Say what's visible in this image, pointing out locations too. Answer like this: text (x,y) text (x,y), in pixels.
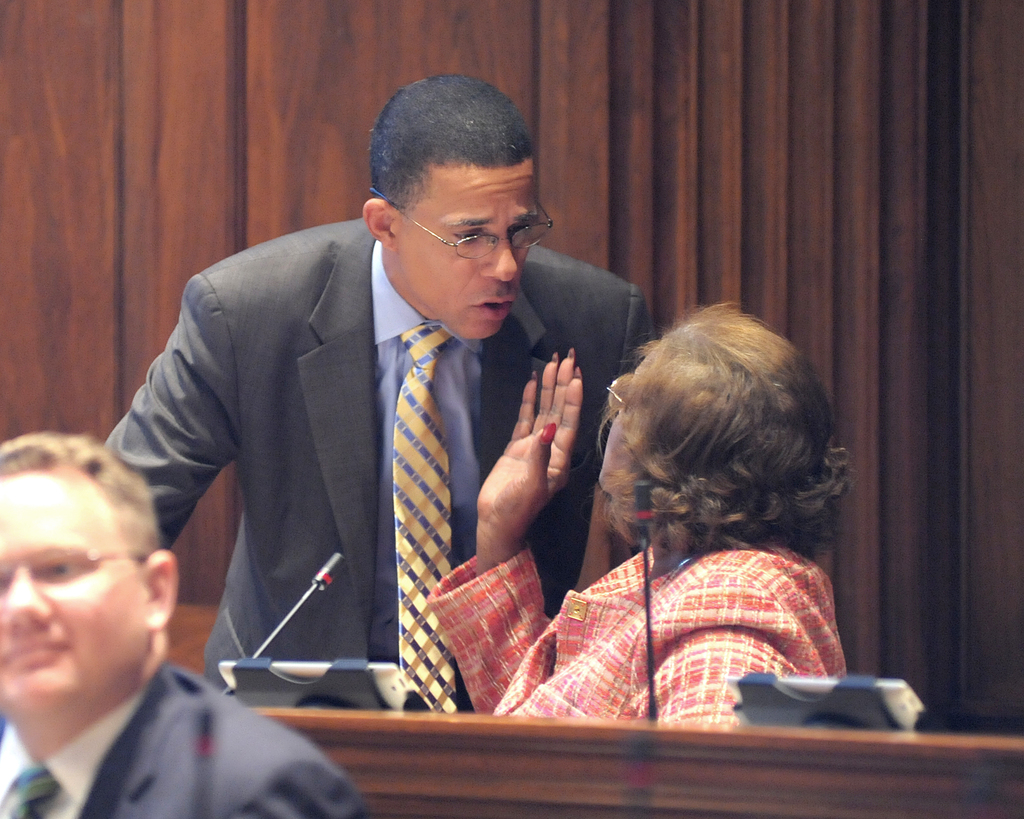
The man (377,393) in the blue shirt (446,369) and grey blazer (324,380) who is wearing spectacles (492,244) is standing. He is standing and talking to the woman (772,539) in front of him. The woman (687,613) in the red jacket (673,633) is sitting in front of the podium (518,722) and talking to the man (394,442). On the podium (531,743), we see microphones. In the left bottom of the picture (251,762), the man (189,728) in blue blazer (184,755) who is wearing spectacles (51,575) is sitting. Behind them, we see a wall (674,144) in brown color. This picture might be clicked in the conference hall (260,80).
